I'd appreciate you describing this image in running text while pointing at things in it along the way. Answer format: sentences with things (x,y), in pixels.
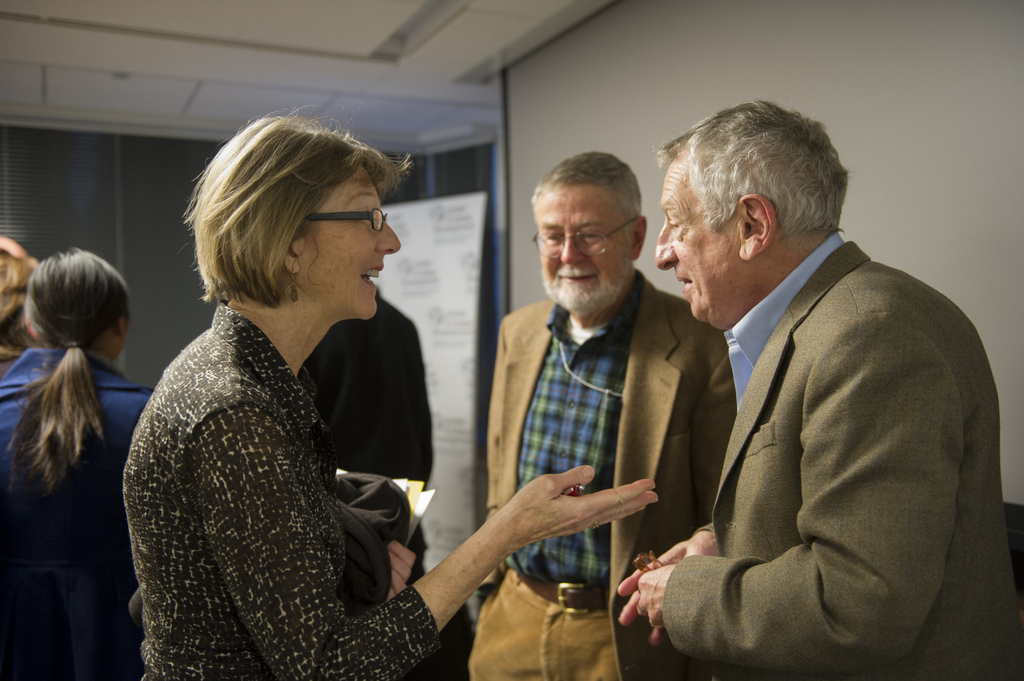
In this image there are three persons (618,233) standing, a person (410,548) holding papers (422,498), and in the background (468,486) there are two persons (74,676) standing, board (465,507), wall (600,54).
